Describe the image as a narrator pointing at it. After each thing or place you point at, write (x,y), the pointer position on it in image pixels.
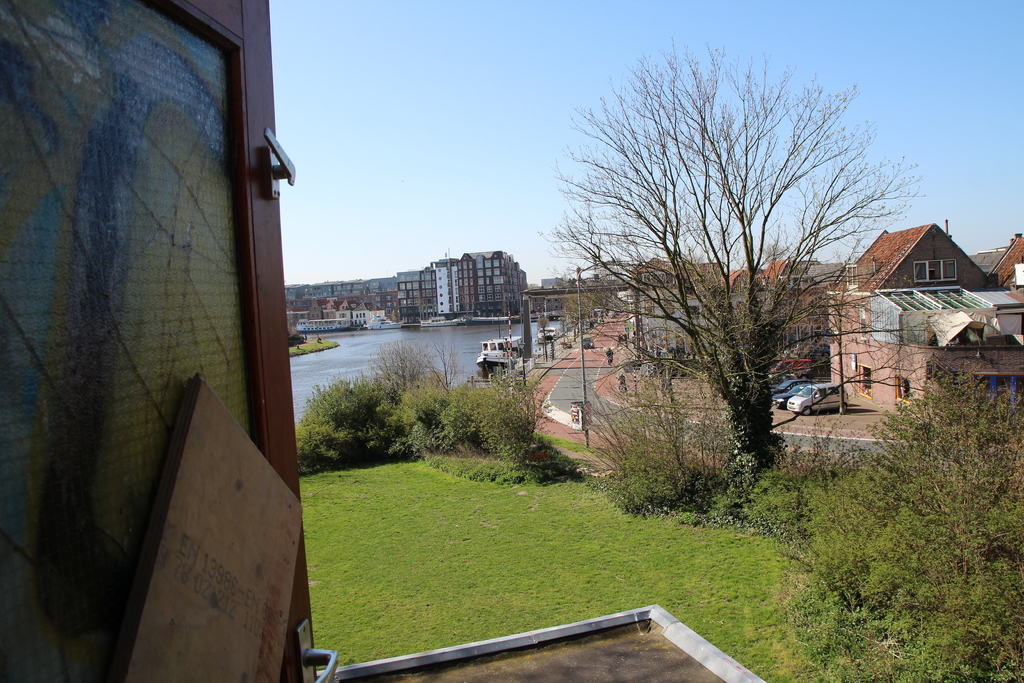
In this image we can see there is a door (151,415), through the door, we can see there are buildings (936,297), trees (741,294), grass (452,544), arch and pole (583,338). And there are vehicles (825,396) on the road (588,383). In front of the building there is a ship (482,351) on the water (373,366). At the top (541,202) there is the sky (472,119).
